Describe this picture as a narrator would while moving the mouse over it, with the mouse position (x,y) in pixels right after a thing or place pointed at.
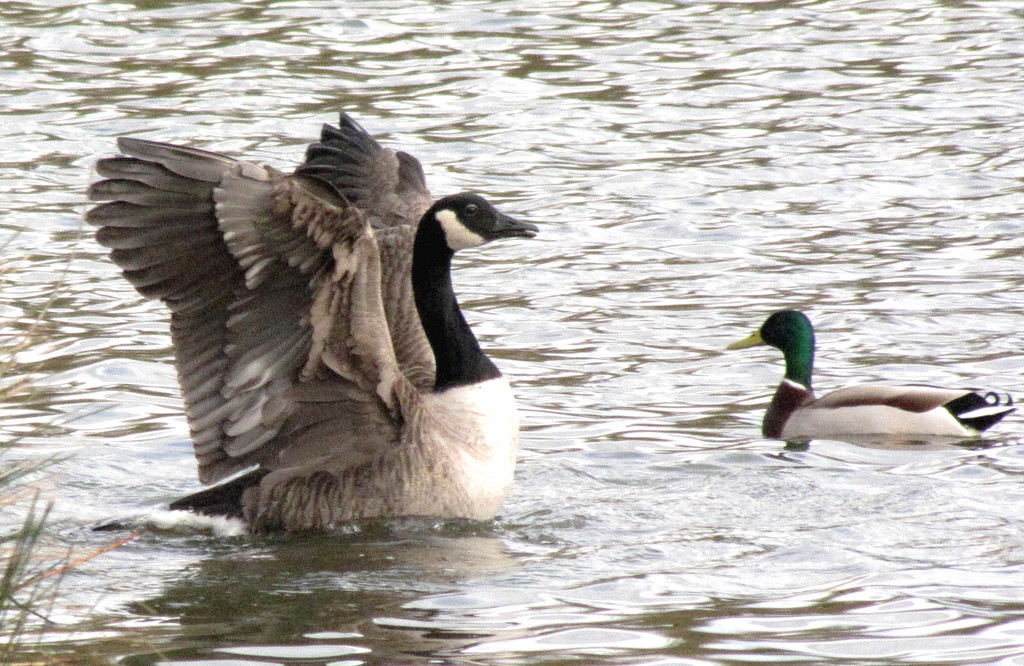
In this image there are aquatic birds (438,351) in the water (552,421).
